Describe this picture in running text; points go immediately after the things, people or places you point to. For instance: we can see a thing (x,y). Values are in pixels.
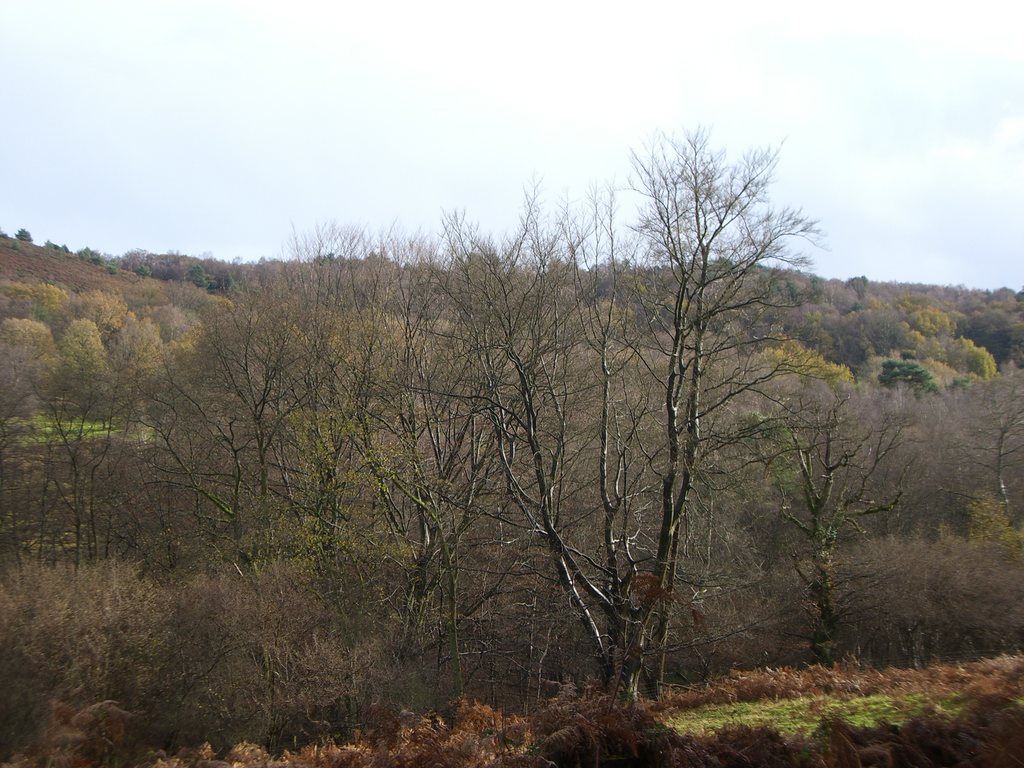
In this image we can see some trees (656,423) and plants (838,735). At the top of the image (371,155) we can see the sky (591,202).
